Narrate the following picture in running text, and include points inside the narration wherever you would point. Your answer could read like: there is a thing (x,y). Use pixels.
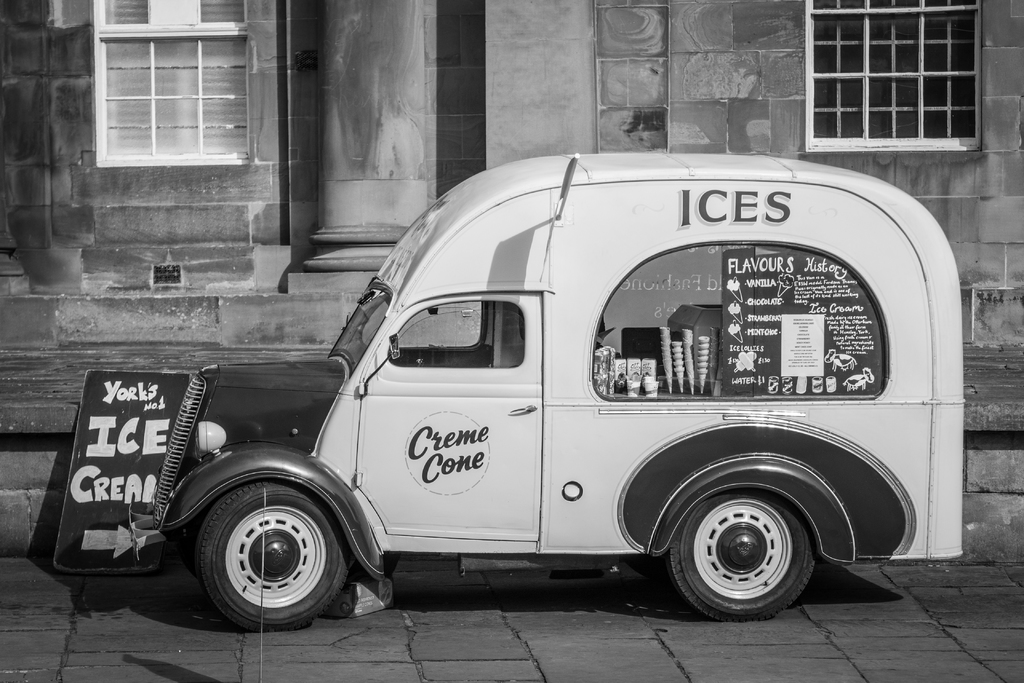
In the foreground of this black and white image, there is a van (372,525). In the background (143,502), there is a board (149,431) and the building (363,148).
